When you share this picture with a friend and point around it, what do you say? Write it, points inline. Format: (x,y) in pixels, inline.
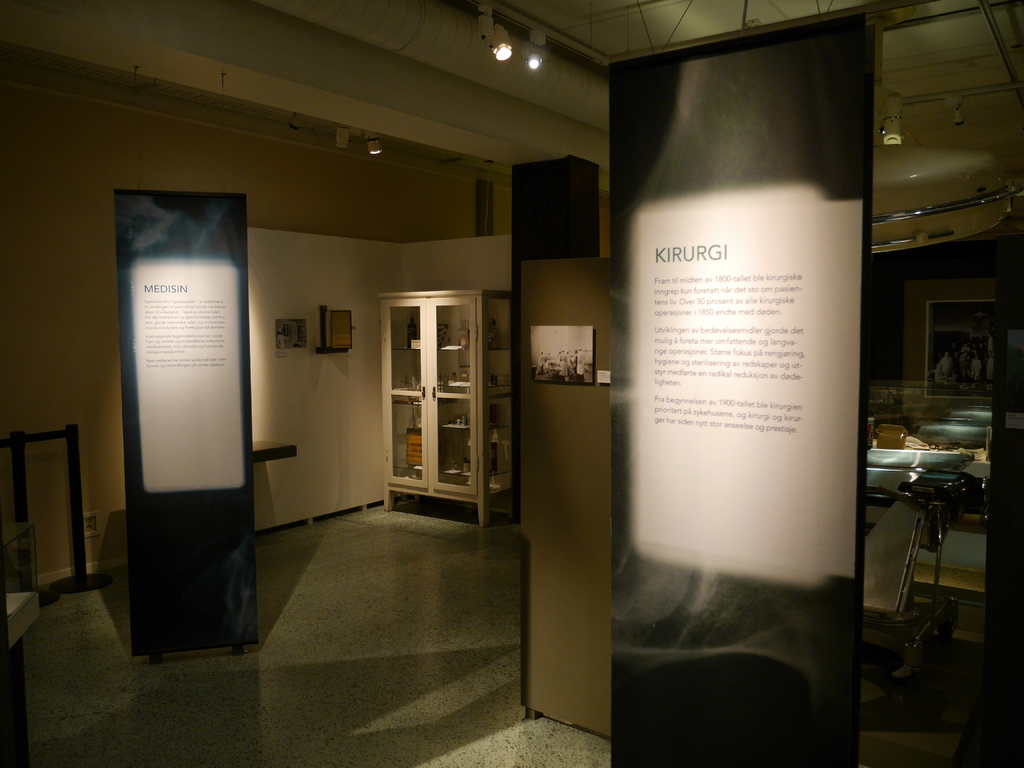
In this picture we can see there are boards (211,620) on the path (394,651) and behind the boards (206,613), there is a cupboard (415,479) and a wall (505,236) with photos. There are ceiling lights (500,54) on the top (368,144).
